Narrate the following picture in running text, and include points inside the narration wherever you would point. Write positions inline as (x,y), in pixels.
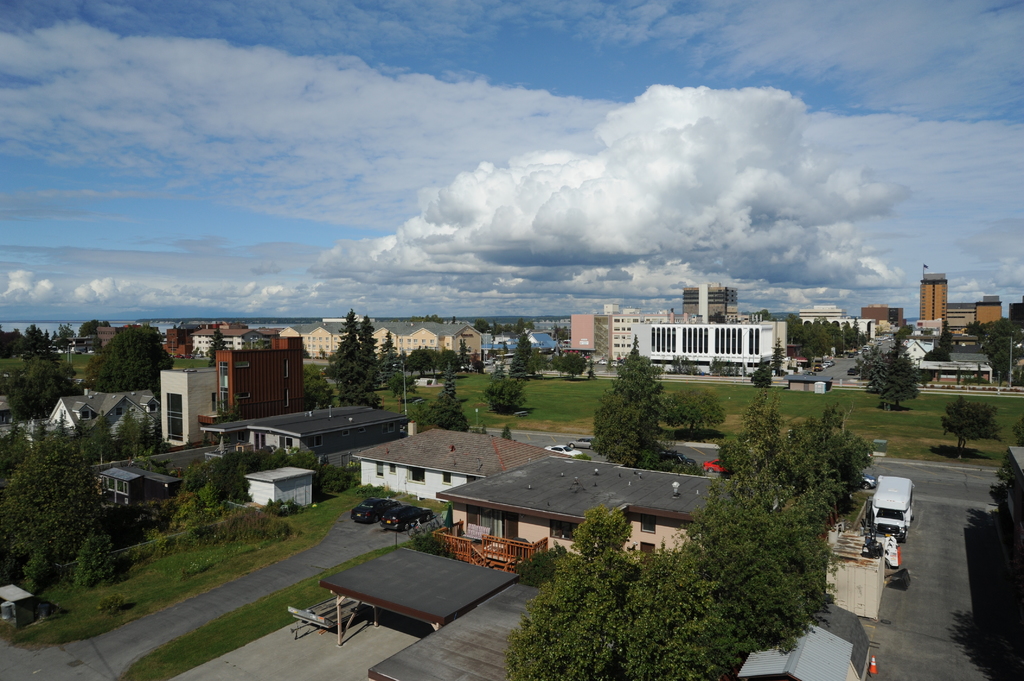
In the center of the image (677,334) there are buildings (662,533). There are trees (740,633). In the background of the image (398,278) there are clouds (563,150) and sky (53,272). There are vehicles (382,503) on the road (356,528).
